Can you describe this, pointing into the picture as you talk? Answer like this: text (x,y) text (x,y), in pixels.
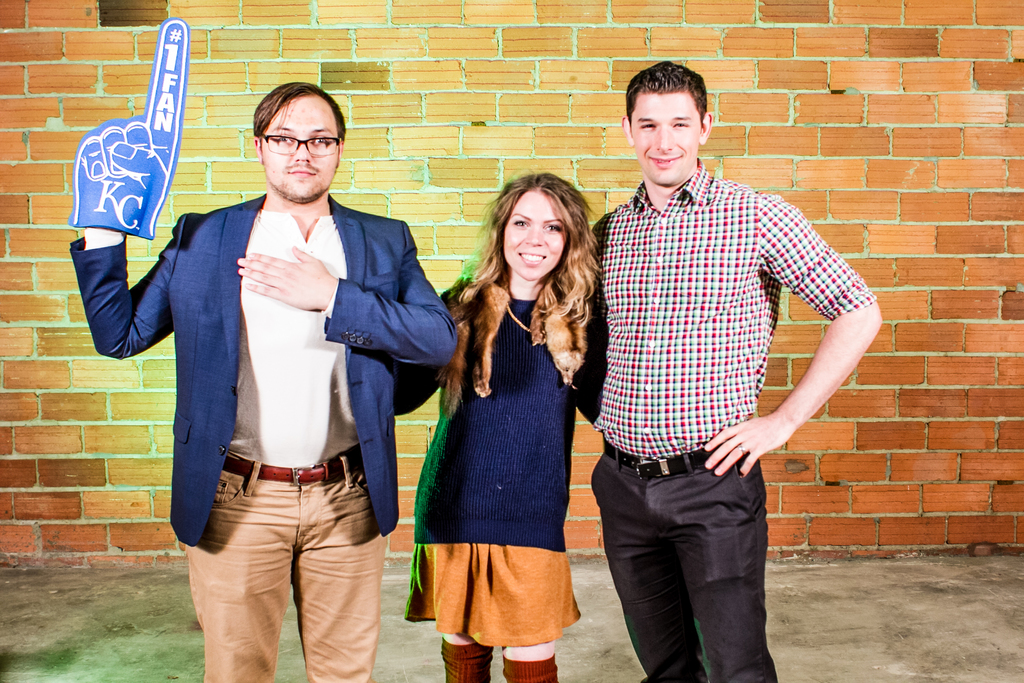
In the center of the image (537,373) we can see three persons (373,451) are standing and they are smiling. And they are in different costumes (454,347). And the left side person (235,313) is holding some object (120,183). On the object (152,218), we can see some text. In the background (1011,35) there is a brick wall (545,68) and a few other objects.
